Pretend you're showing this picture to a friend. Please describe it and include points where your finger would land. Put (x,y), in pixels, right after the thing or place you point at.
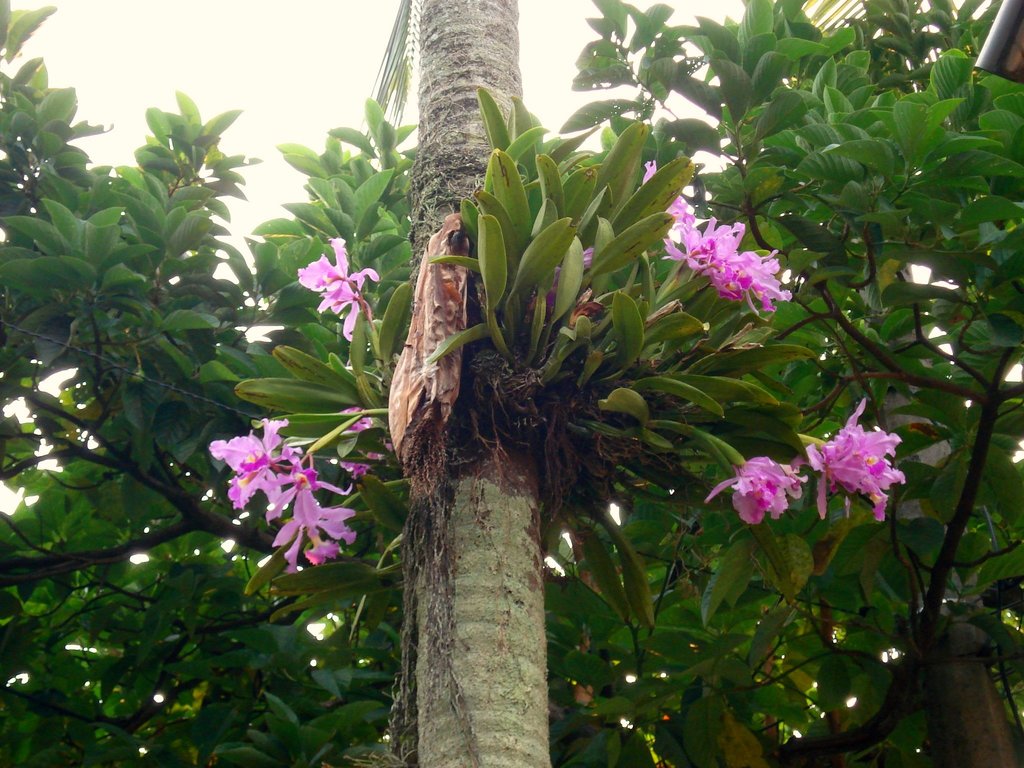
In this image I can see flowers (352,470) in purple color, background (729,542) I can see trees (838,296) in green color and the sky (238,89) is in white color.
